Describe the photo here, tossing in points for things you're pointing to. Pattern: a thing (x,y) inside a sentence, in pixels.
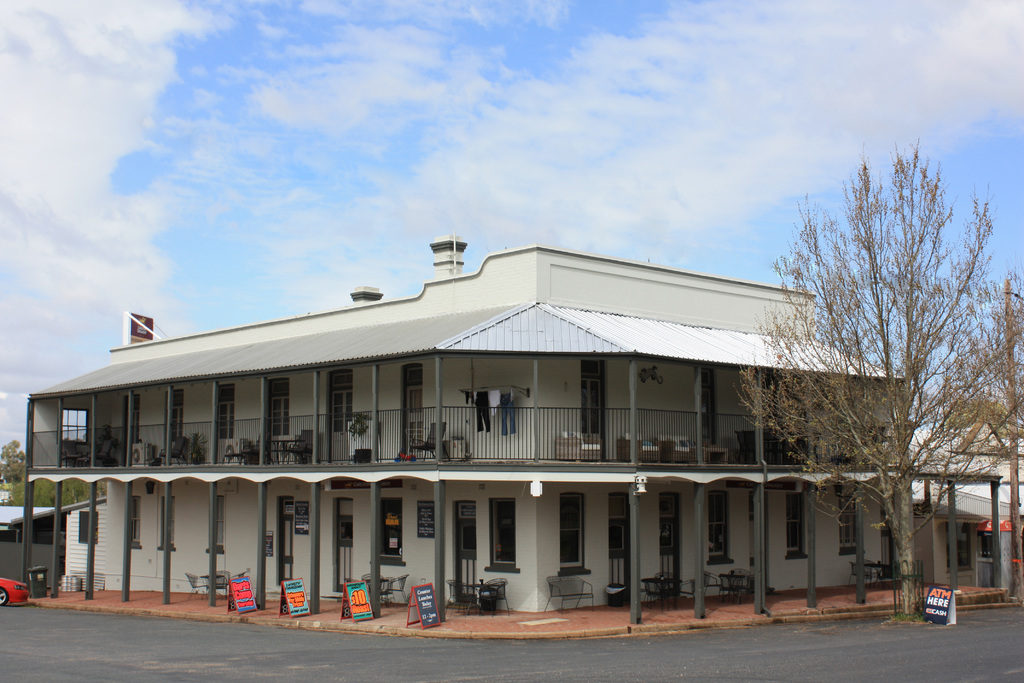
In this image we can see a building (860,473) and few houses (956,497). There are many chairs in the image. We can see the clouds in the sky (954,355). There is a vehicle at the left side of the image (21,580). There is a road (280,651) at the bottom of the image (285,666). There are few trees (905,406) at the right side of the image (897,395). There are few trees (49,490) at the left side of the image (42,495). There are few advertising boards (935,610) in the image.
